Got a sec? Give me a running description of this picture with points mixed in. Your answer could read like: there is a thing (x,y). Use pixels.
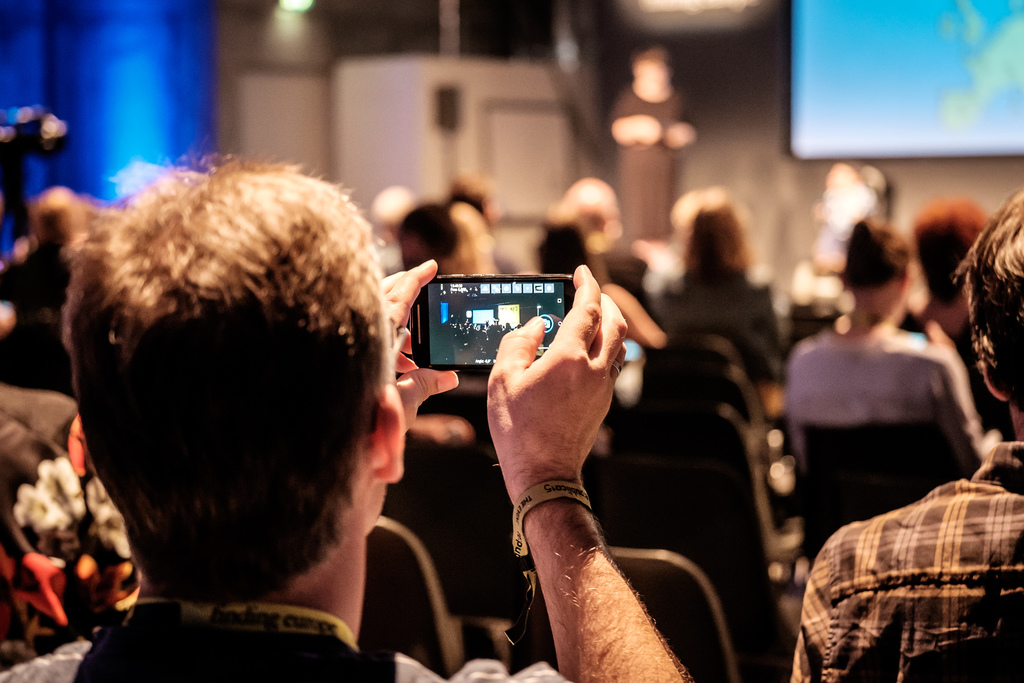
In the picture there is a man (274,490) capturing video in his cell phone (498,328) on what's happening on stage (813,120) in the front (765,117) and there are audience (938,284) looking at stage (893,167).
